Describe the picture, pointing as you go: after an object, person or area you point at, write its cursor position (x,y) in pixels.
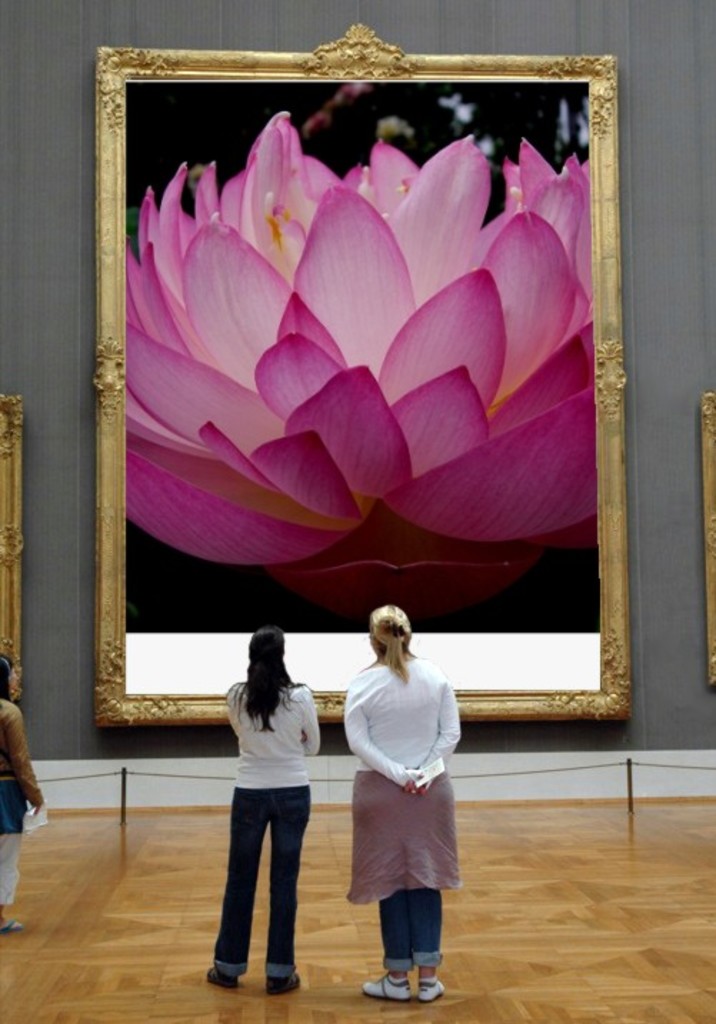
In this image few persons (442,830) are standing on the floor (213,923). Before them there is a fence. Few frames (106,594) are attached to the wall (23,36). On the frame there is a picture (281,368) of a lotus flower (348,368).
